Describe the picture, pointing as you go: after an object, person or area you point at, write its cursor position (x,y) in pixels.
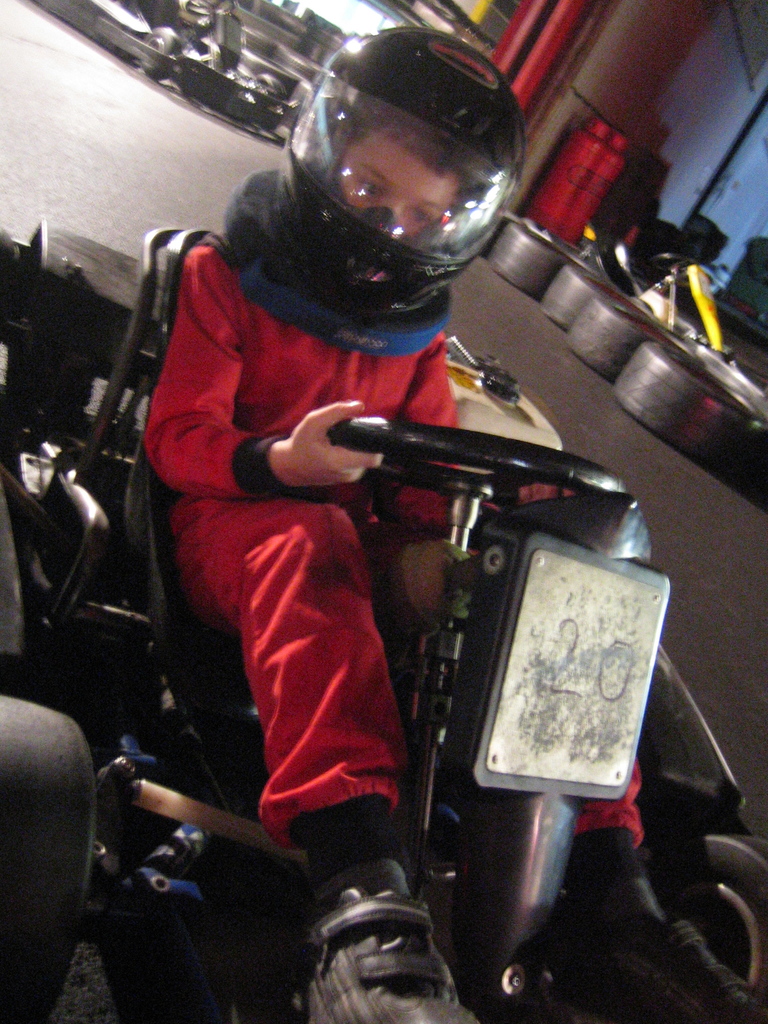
There is a child (259,406) wearing helmet (296,208) is sitting on a vehicle (439,778) and holding the steering (404,476). In the back (716,376) there are tires (503,233) and many other things (269,13).
